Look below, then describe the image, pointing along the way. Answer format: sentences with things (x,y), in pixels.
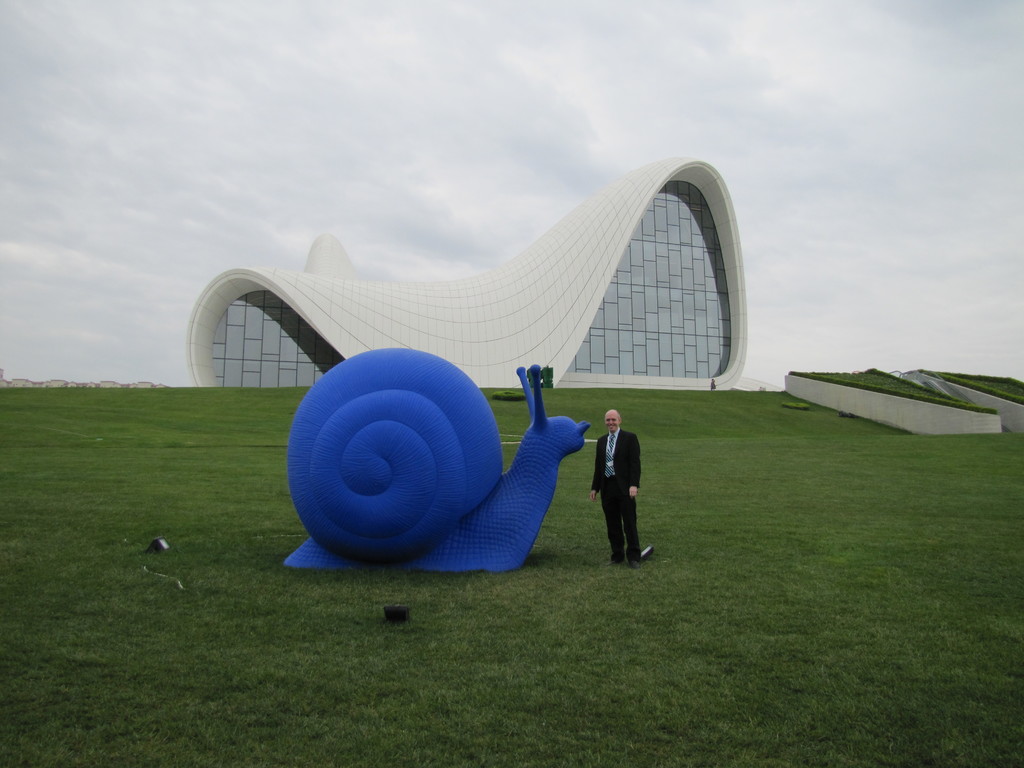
In this picture I can see there is a snail statue (411,521) and there is a man (615,505) standing beside it and in the backdrop (396,317) there is a building (585,299) and it has glass windows (656,280) and the sky (600,134) is cloudy.
